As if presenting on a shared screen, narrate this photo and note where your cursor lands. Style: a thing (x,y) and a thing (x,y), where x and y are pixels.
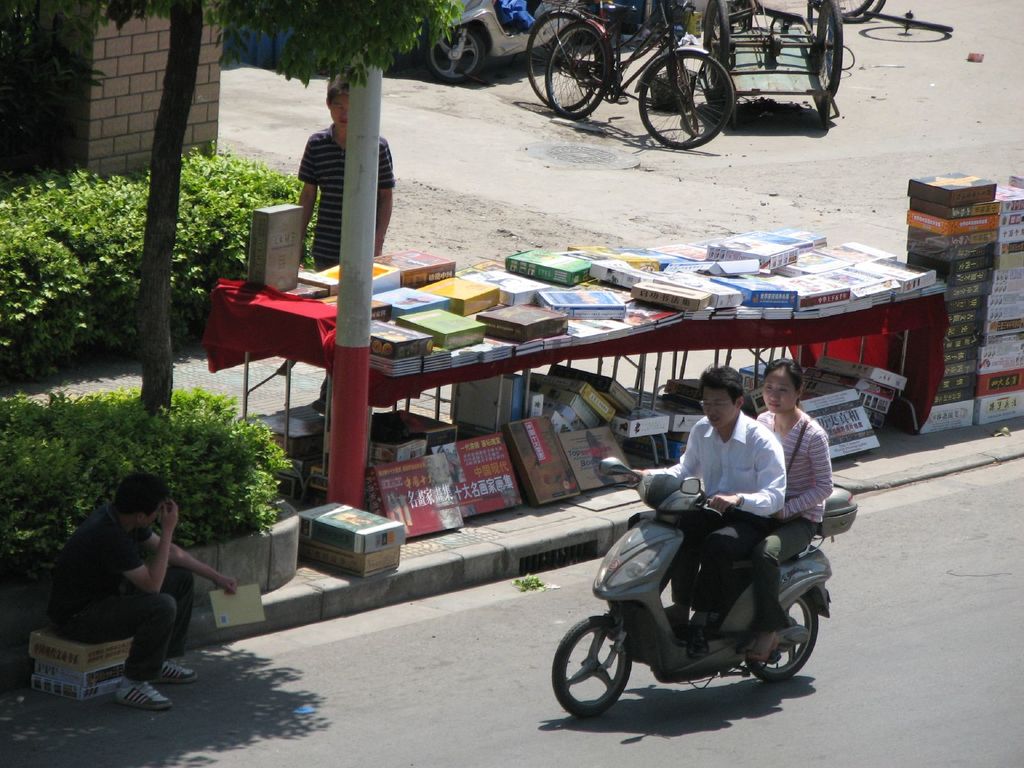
In this image there is a road (719,702), on that road (739,698) there is a bike (649,583), on that bike (749,597) there is a man (752,490) and a woman (785,542) are sitting, beside the road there is a footpath (441,564), on that footpath (413,408) there are tables (584,349), on that tables (657,345) there are few items (858,295), under the table (836,344) and beside the table (897,357) there are few boxes (1011,245) and there are trees (164,336) and plants (97,451), beside the footpath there is a man (74,638) sitting on boxes (79,661), in the background (502,56) there are bicycles (577,59), scooters (516,38) and a man (383,156) standing behind a table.
